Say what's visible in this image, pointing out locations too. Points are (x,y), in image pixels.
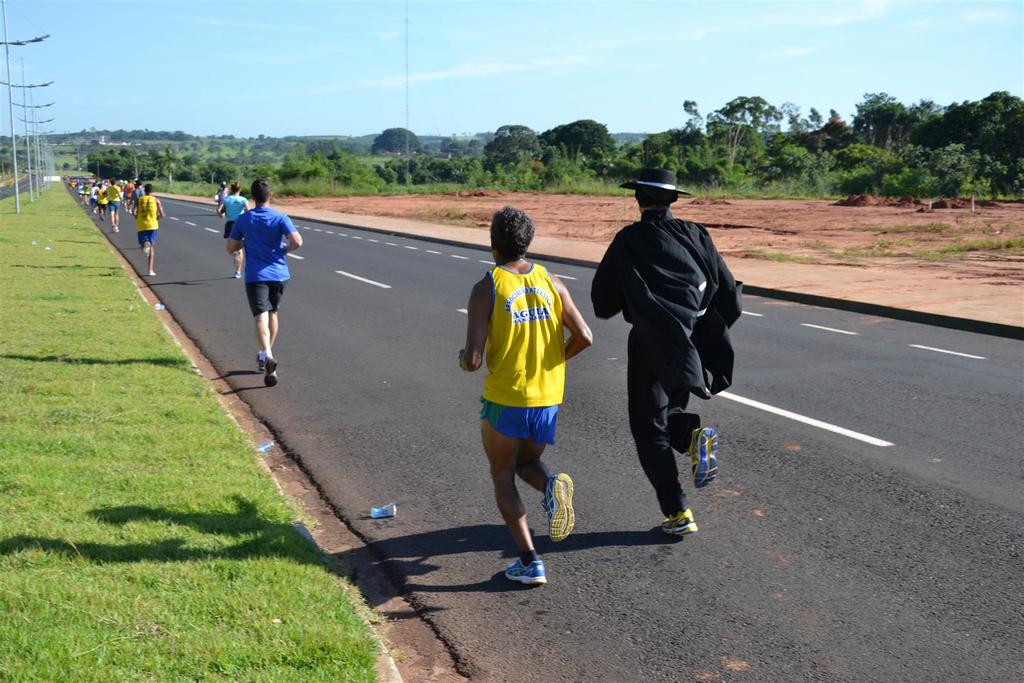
Here in this picture we can see number of people (247,251) jogging on the road (303,247) and the man (648,201) on the right side (722,354) is wearing a hat (636,187) and beside them we can see the ground (1,279) is covered with grass (86,380) and we can also see light posts (25,127) present and we can see plants (437,178) and trees (351,170) covered all over there and we can see clouds (427,77) in the sky (358,81).
